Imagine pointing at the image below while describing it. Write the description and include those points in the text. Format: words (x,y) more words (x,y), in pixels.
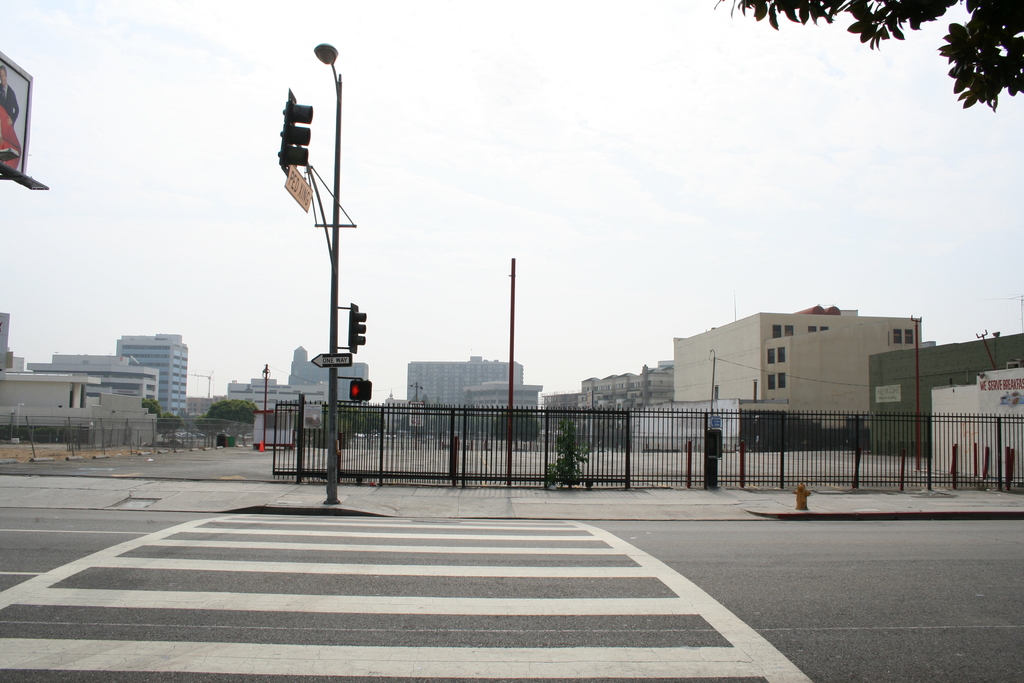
In this image, in the middle (376,447) there are traffic signals (304,130), posters (5,129), poles (336,344), fence (408,402), road (306,598), trees (916,26), buildings (131,415), sky (547,64) and clouds (207,137).
